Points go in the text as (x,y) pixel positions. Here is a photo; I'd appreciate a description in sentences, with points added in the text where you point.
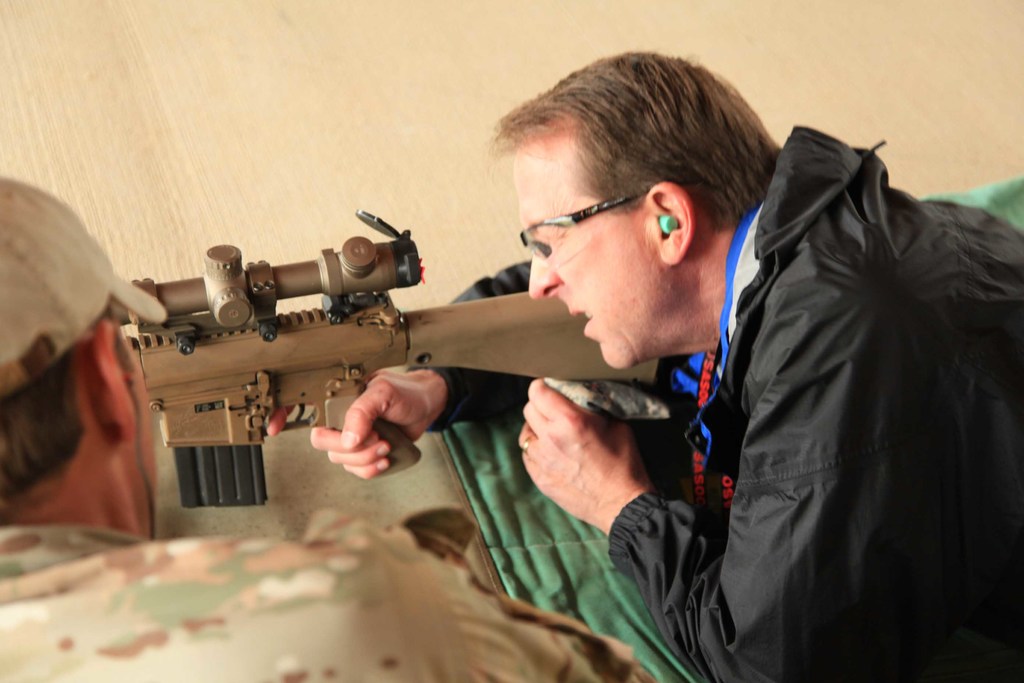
In this image there is a man (148,531) towards the bottom of the image (305,627), he is wearing a cap (15,292), there is a man (723,311) towards the right of the image (723,311), he is wearing goggles (610,209), he is holding a gun (521,332), there is an object (997,190) towards the right of the image (970,204), at the background of the image (985,115) there is a wall (465,101).
